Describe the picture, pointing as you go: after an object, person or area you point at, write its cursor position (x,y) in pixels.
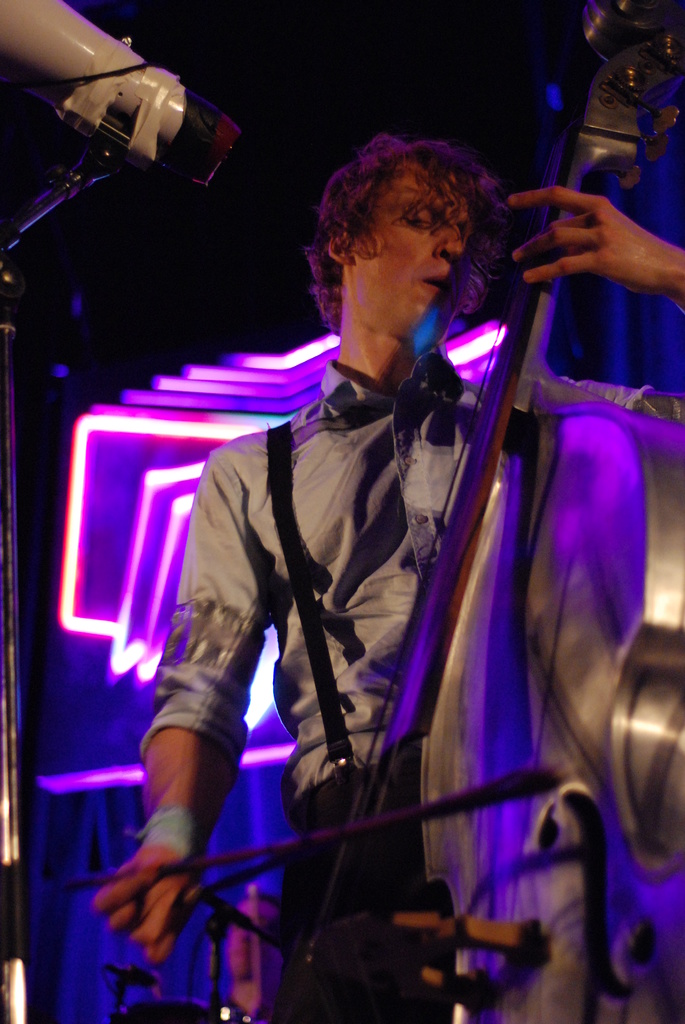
A person (414,774) is standing wearing shirt (340,662) and suspenders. He is playing bass (442,818) and there are lights (122,617) behind him.
